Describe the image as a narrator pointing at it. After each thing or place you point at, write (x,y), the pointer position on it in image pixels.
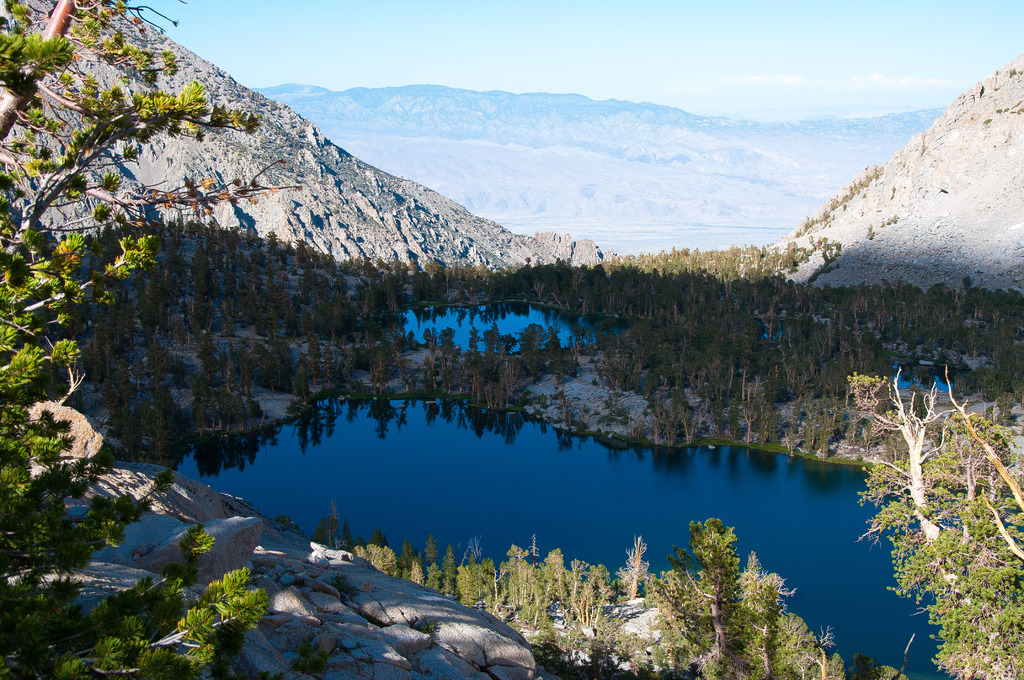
It is the picture of beautiful scenery there are many plants (189,543), mountains (992,136), a lake (544,464) and also a pond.
